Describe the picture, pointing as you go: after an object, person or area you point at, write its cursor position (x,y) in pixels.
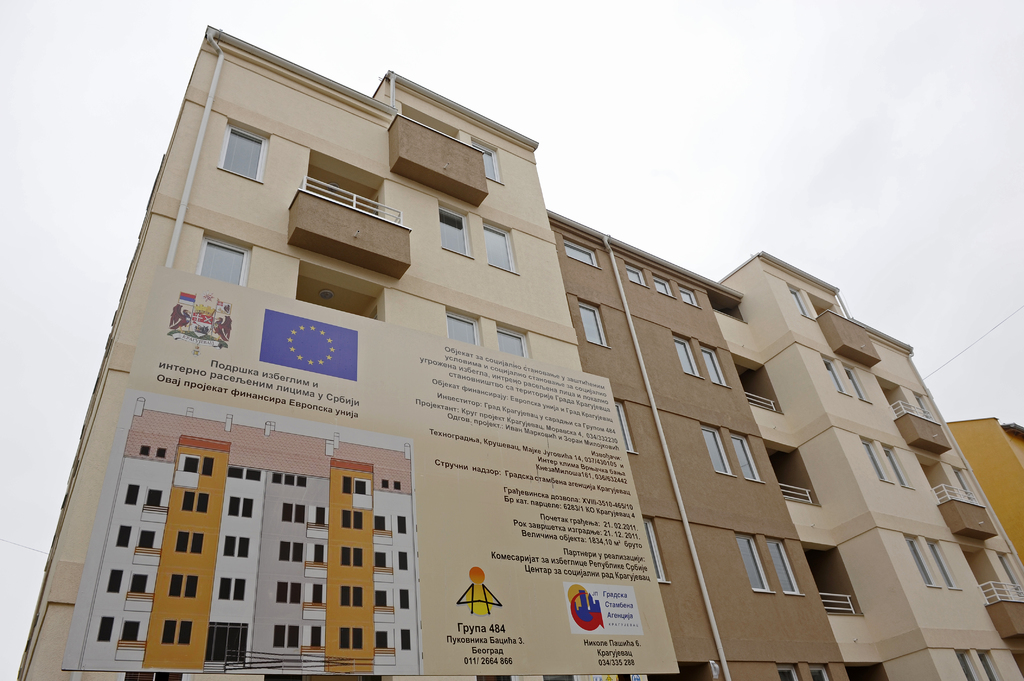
In this image I can see few buildings (819,570) in cream, brown and yellow color and I can see a board (448,441) attached to the building (509,326). Background (630,18) the sky (593,107) is in white color.
